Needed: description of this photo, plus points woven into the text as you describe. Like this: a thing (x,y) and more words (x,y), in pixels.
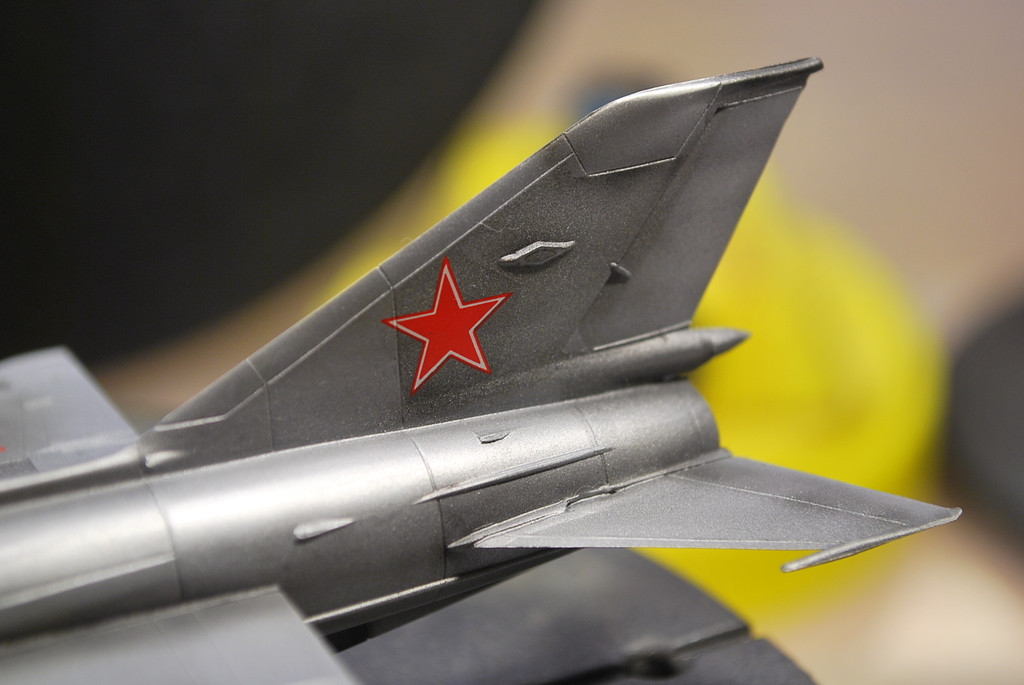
In this picture it seems like a MiG-21 model (712,479) in the center (391,432) and the background (504,140) area is blur.
